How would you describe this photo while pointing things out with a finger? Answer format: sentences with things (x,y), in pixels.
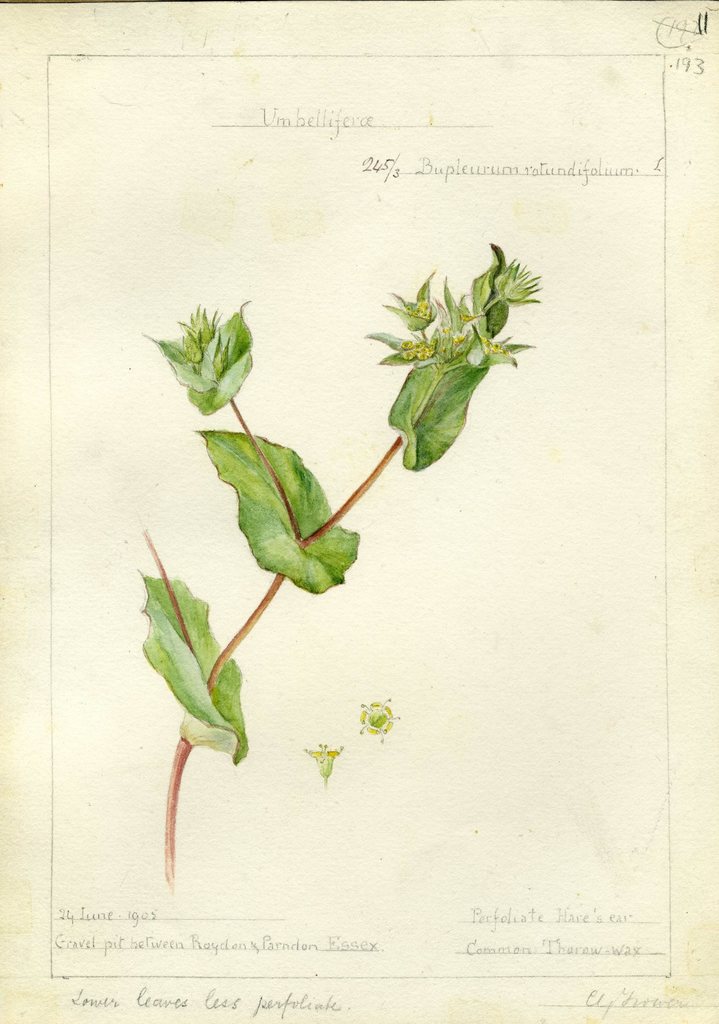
In this image we can see a poster (309,701) with text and an image of a plant (315,559).
